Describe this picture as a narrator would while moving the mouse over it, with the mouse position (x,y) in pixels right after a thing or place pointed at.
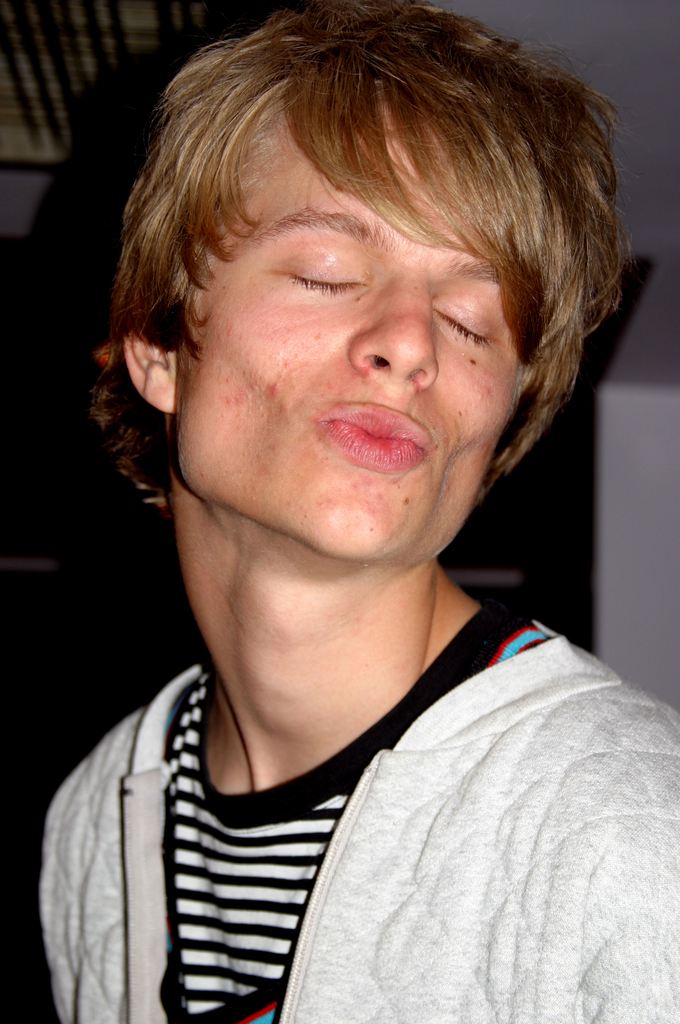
In this picture we can see a person (102,808) closed eyes (450,308) and in the background (46,101) we can see some objects (157,48).
